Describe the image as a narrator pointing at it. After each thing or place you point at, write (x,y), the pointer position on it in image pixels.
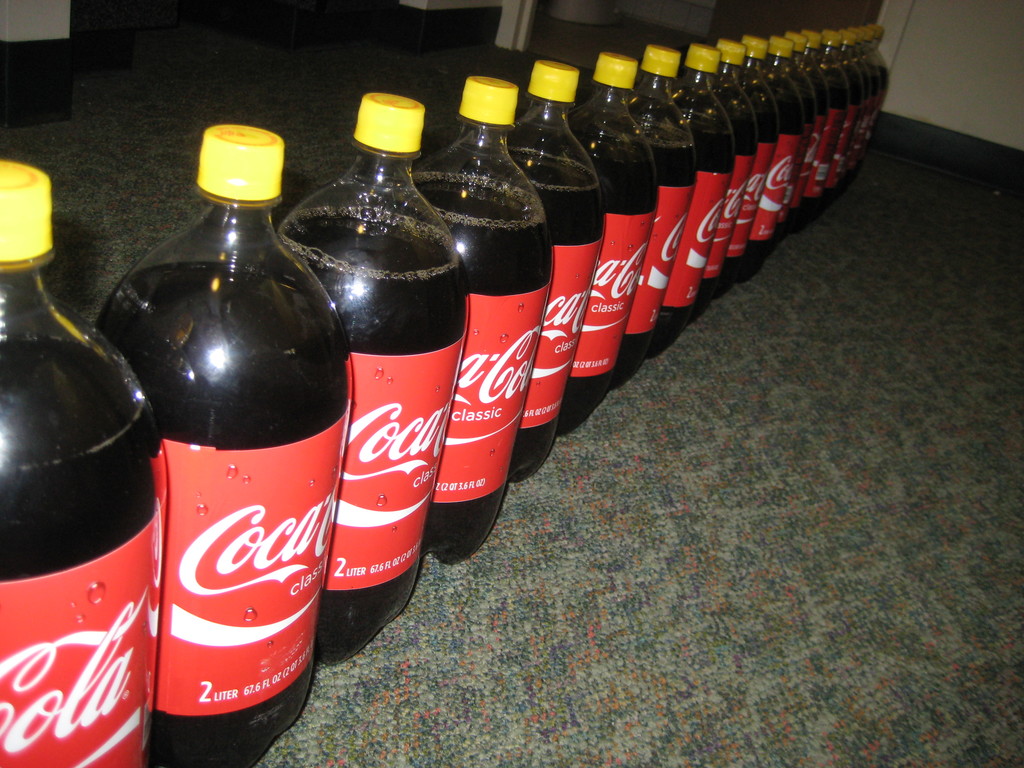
There are many bottles (600,257) with coca cola label (409,529) and yellow color cap (502,121) is kept on a surface (565,485).
